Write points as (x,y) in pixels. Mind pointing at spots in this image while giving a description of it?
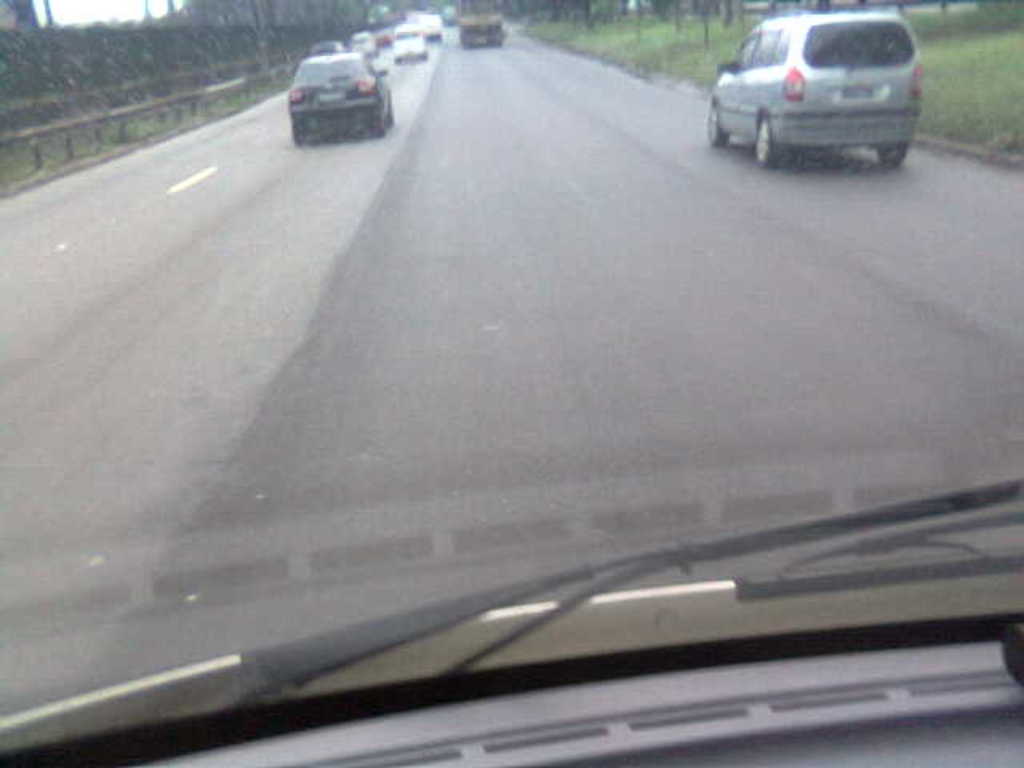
In this picture there are vehicles (488,33) on the road (491,383). In the foreground (807,543) there is a vehicle (711,691) and there is an object (755,724) in the vehicle (739,756). Behind the mirror (282,123) there are buildings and trees (275,48) and there is a railing (48,131). At the top (107,14) there is sky (75,9). At the bottom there is a road (570,225) and there is grass (178,110).
